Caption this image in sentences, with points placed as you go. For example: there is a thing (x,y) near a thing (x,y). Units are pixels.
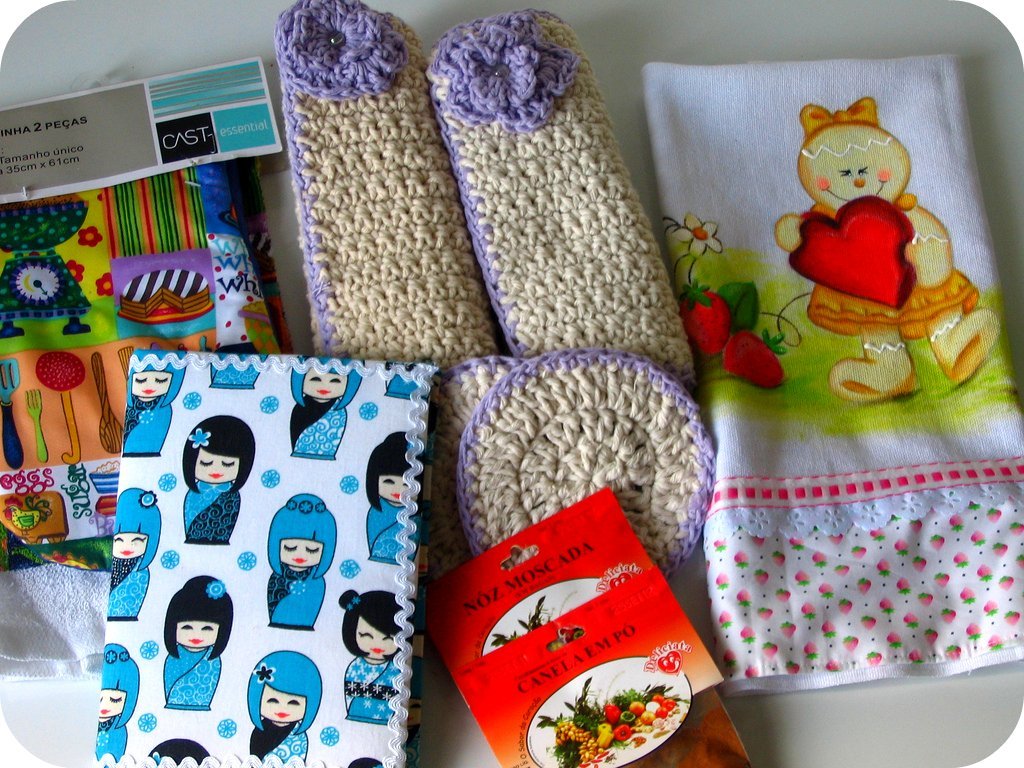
As we can see in the image there is a handkerchief (793,211), crochet (477,242), spice packets (531,636) and a book (300,511).
